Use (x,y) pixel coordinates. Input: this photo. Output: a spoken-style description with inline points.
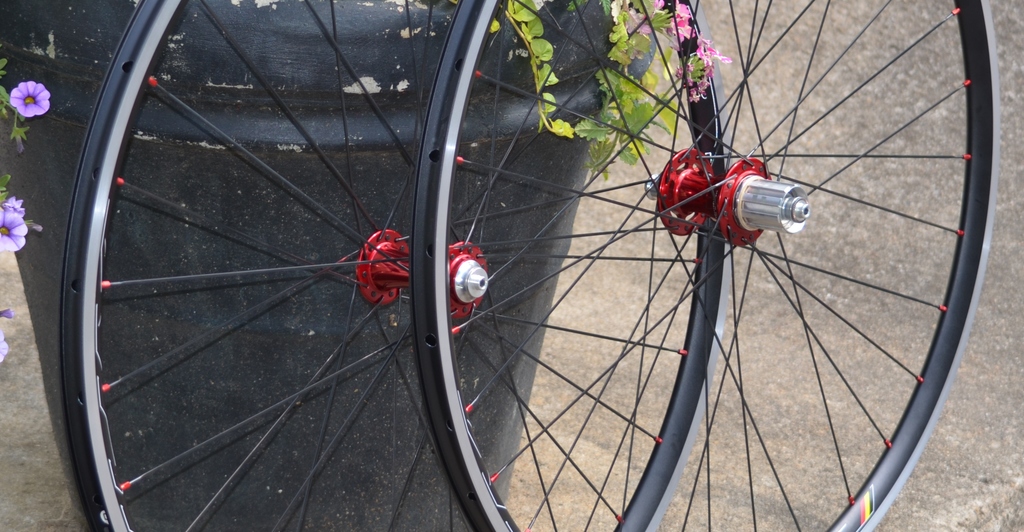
In the image we can see there are wheels (956,294) kept on the ground (28,356) and behind there is a black colour drum (229,128). There are flowers (691,96) on the plant (640,100).
